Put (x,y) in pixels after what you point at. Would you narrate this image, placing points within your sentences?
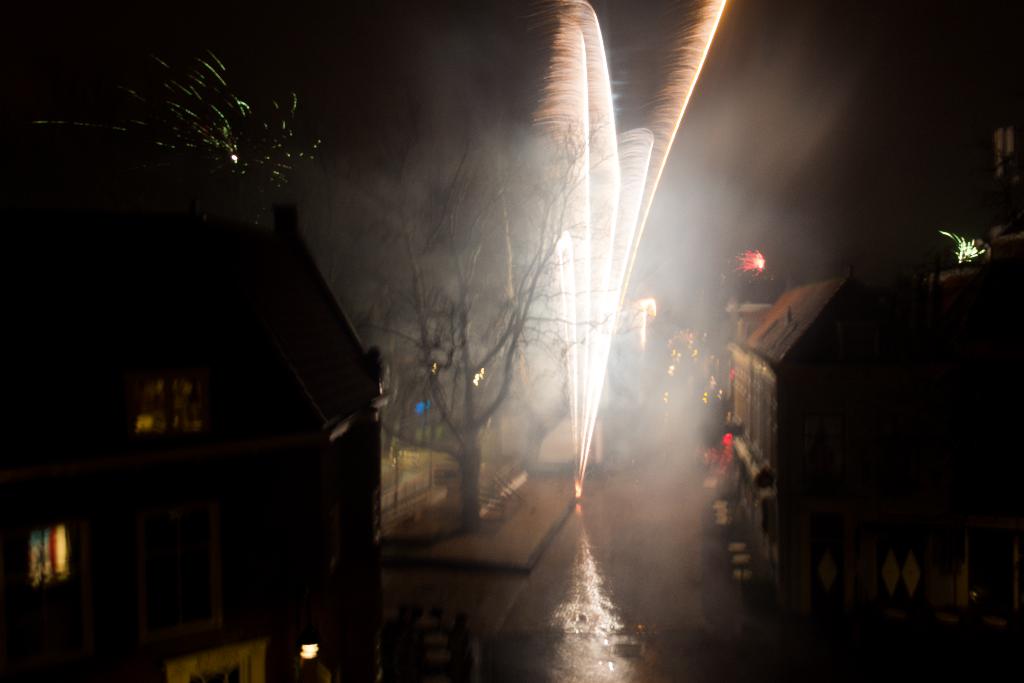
Here we can see houses (306,452) with windows (176,538), tree (463,386) and firecrackers (973,254).
